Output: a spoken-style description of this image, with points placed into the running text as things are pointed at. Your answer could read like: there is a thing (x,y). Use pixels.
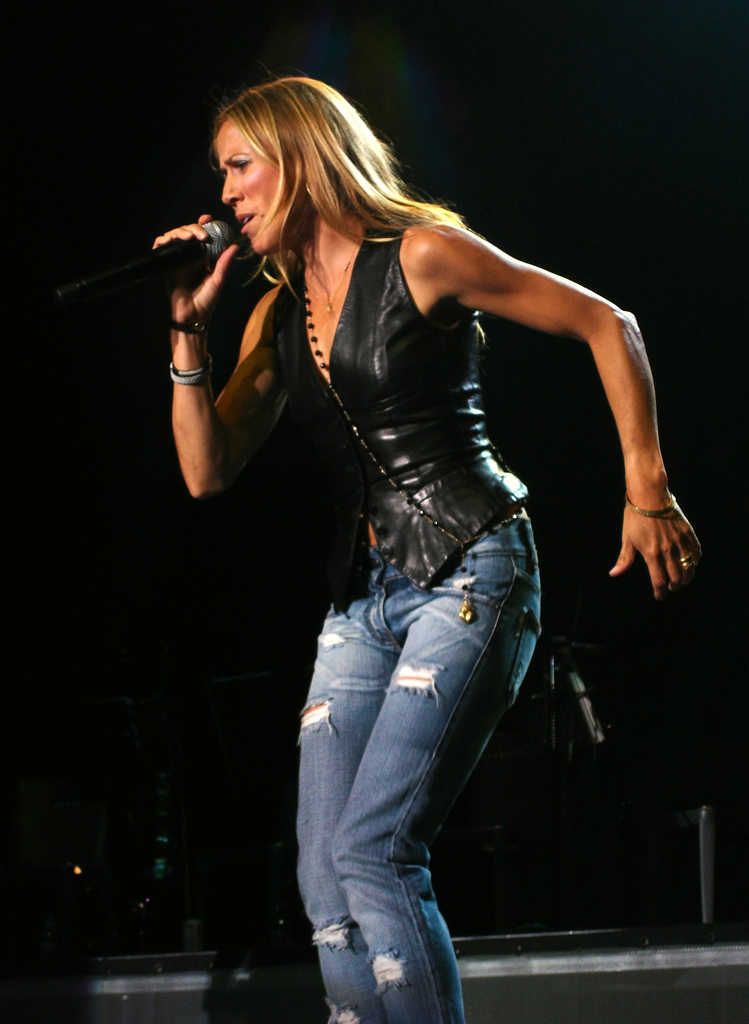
In this image there is one woman (261,170) who is standing and she is holding a mike (131,273), it seems that she is singing.
